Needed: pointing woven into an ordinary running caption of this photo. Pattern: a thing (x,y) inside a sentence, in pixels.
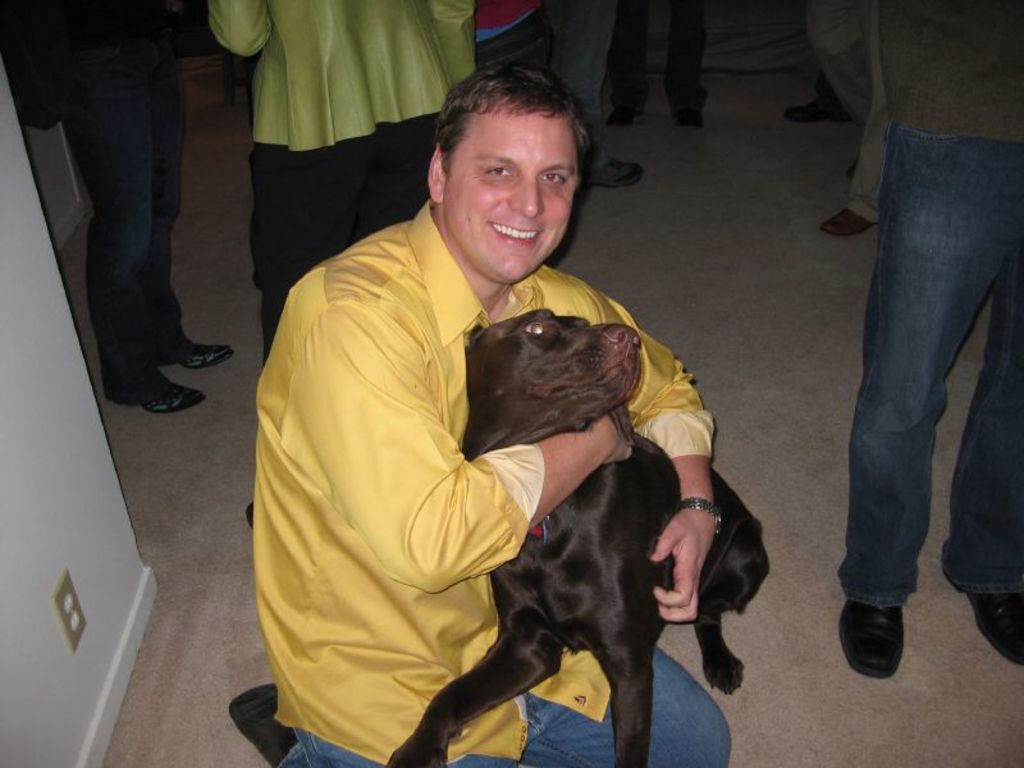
In this image I can see a man (441,522) who is sitting on the floor (774,584) and holding a dog (571,604) in his hands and smiling, behind this man (431,323) there are group of people (323,190) who are standing on the floor (148,470).
